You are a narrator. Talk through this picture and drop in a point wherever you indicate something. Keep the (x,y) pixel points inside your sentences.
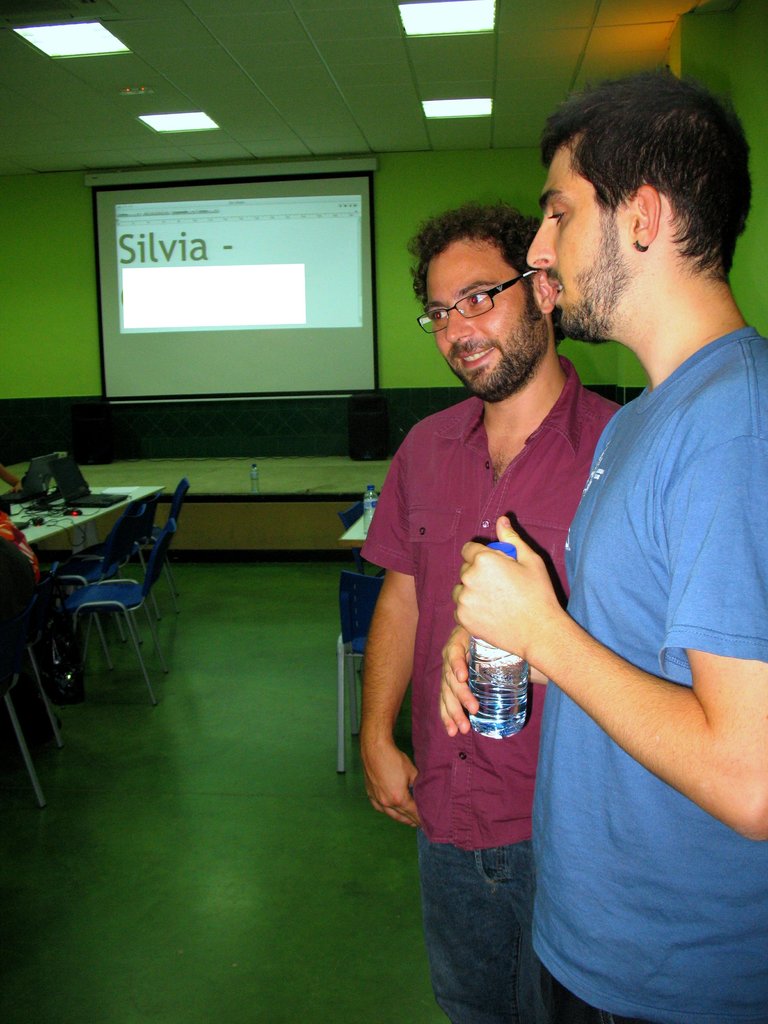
In this image I can see two men (509,611) are standing and holding a water bottle (506,693) in hand (475,615). I can also see a projector screen (271,305), a table (134,492) and other objects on it.
